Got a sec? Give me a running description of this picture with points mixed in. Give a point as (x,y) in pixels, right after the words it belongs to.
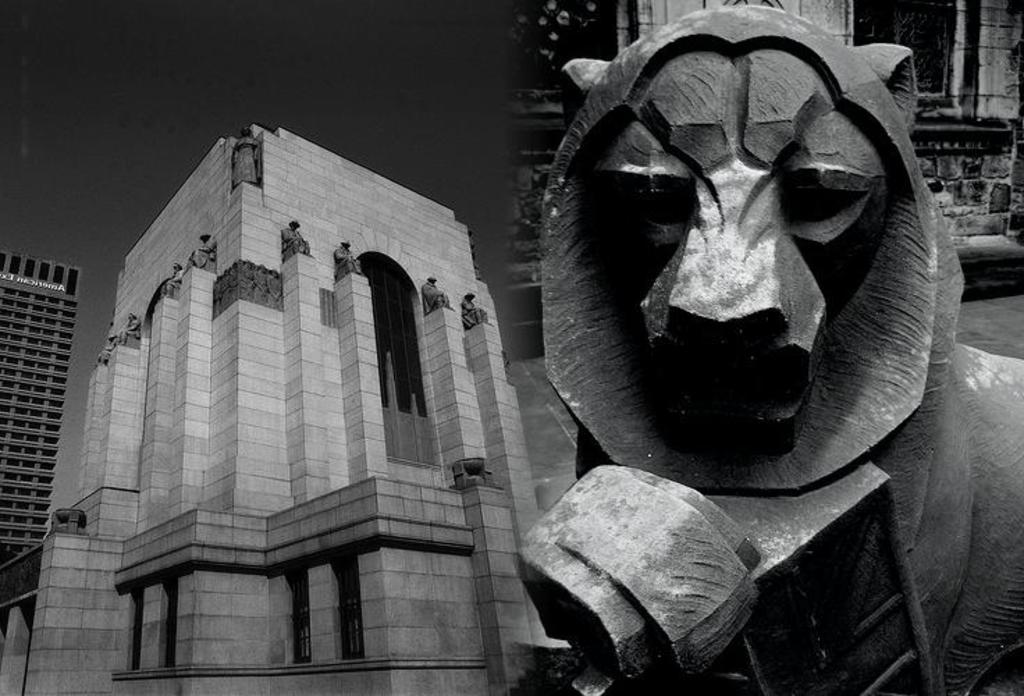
In this image there are tall buildings (295,647). On the right side (728,421), we can see animal face sculpture (709,410). There is sky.
